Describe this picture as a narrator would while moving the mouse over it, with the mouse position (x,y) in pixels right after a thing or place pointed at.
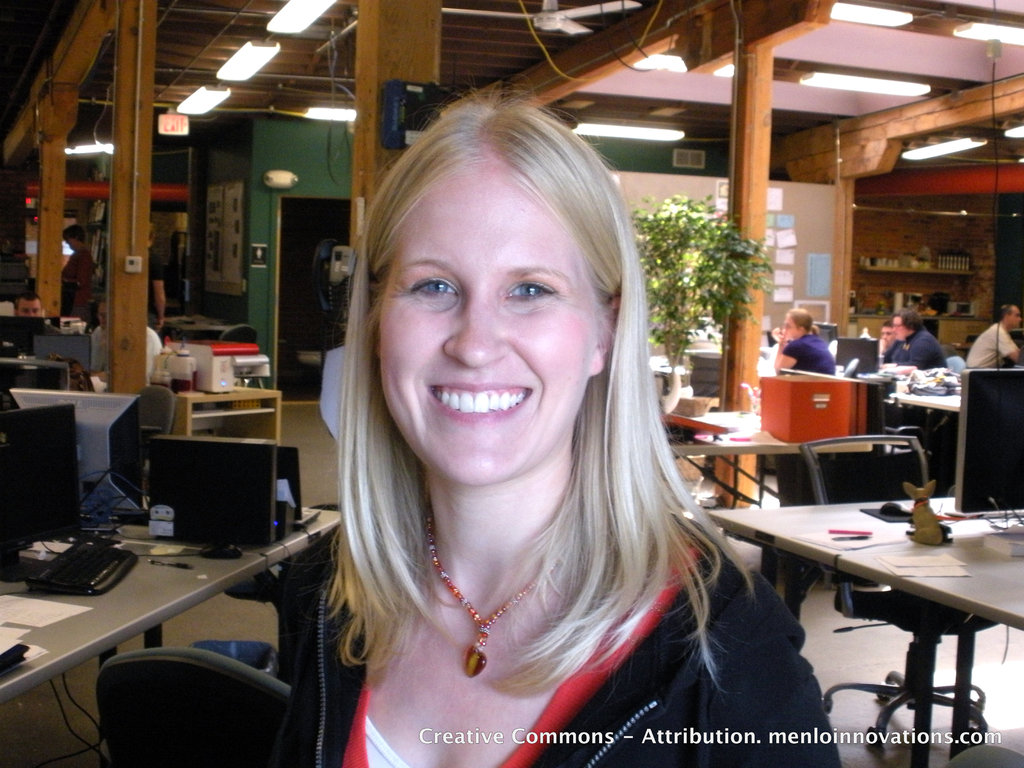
In the image there is a woman (604,284) standing and she is also having smile (437,406) on her face (467,352). On right side (722,514) there is a table (883,558), on table (875,547) we can see papers (862,543), toy (919,532), monitor (978,426), mouse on left side (116,572) we can also see keyboard (116,572), central processing unit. In background (408,36) there are pillars (757,230), plants (685,251) and group of people (805,363) sitting on chair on top (485,49) there is a roof (504,53) with few lights (245,66).
